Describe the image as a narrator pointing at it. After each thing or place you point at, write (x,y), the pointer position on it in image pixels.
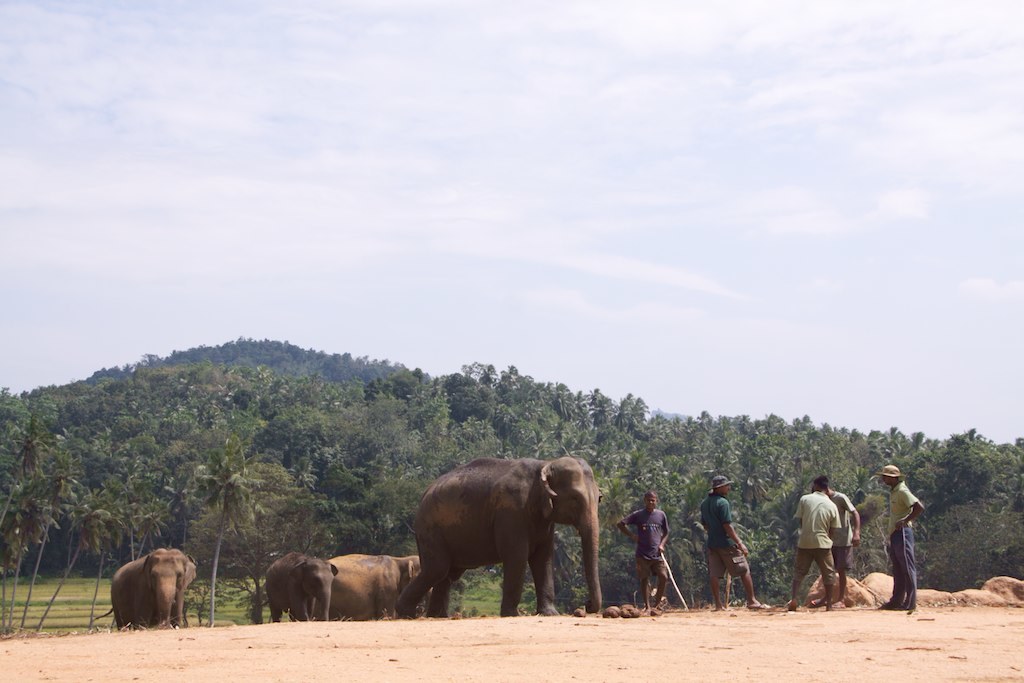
This image consists of four elephants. At the bottom (651,630) there is ground (703,616). On the right (842,532), we can see five men (642,590) standing. In the background (369,439), there are trees (42,389). At the top (472,182), there is sky (481,208).
